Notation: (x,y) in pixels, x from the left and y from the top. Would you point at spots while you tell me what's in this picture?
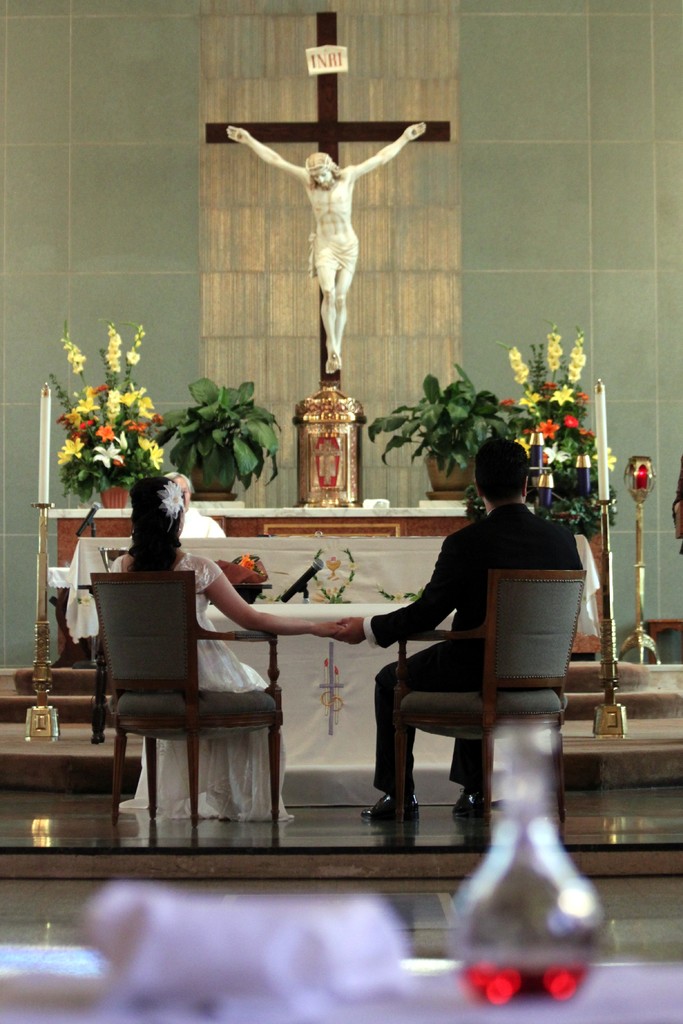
Here we can see a couple (186,789) sitting on a chair (434,632) and they hold their hand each other. Here we can see a person (186,513) sitting on a chair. In the background (204,471) we can see a clay pot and a jesus statue (384,155).
